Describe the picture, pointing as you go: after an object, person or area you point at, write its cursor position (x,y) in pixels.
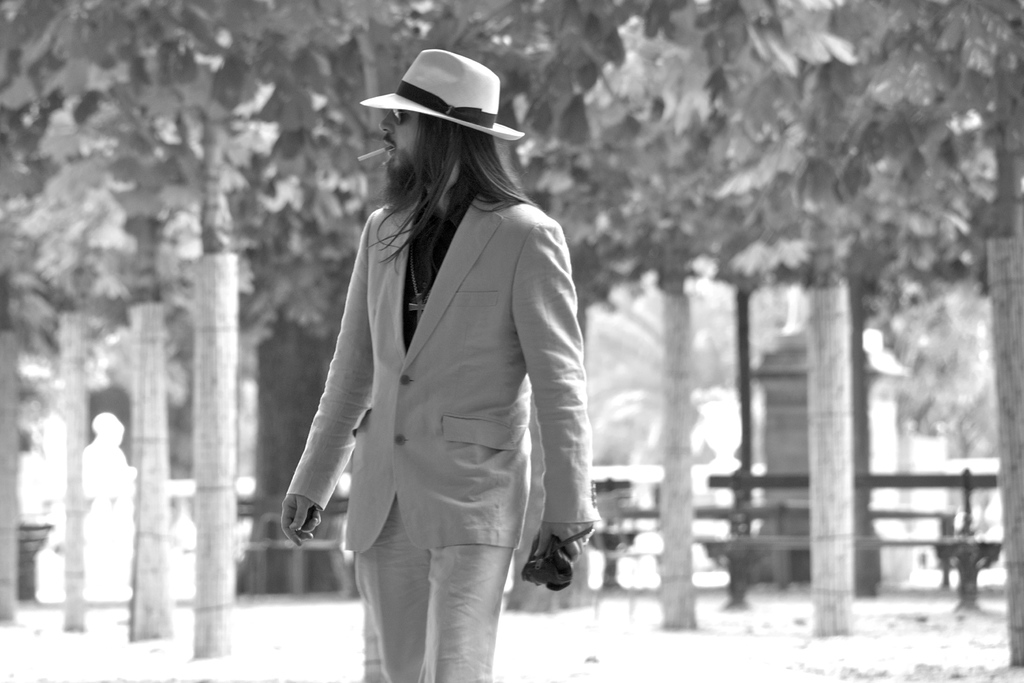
This is a black and white pic. We can see a man (525,371) is standing and holding an object (558,544) in his hand (552,527), cigarette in his mouth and hat (460,122) on his head (471,175). In the background (206,301) the image is blur but we can see trees (382,88) and objects (711,483).
